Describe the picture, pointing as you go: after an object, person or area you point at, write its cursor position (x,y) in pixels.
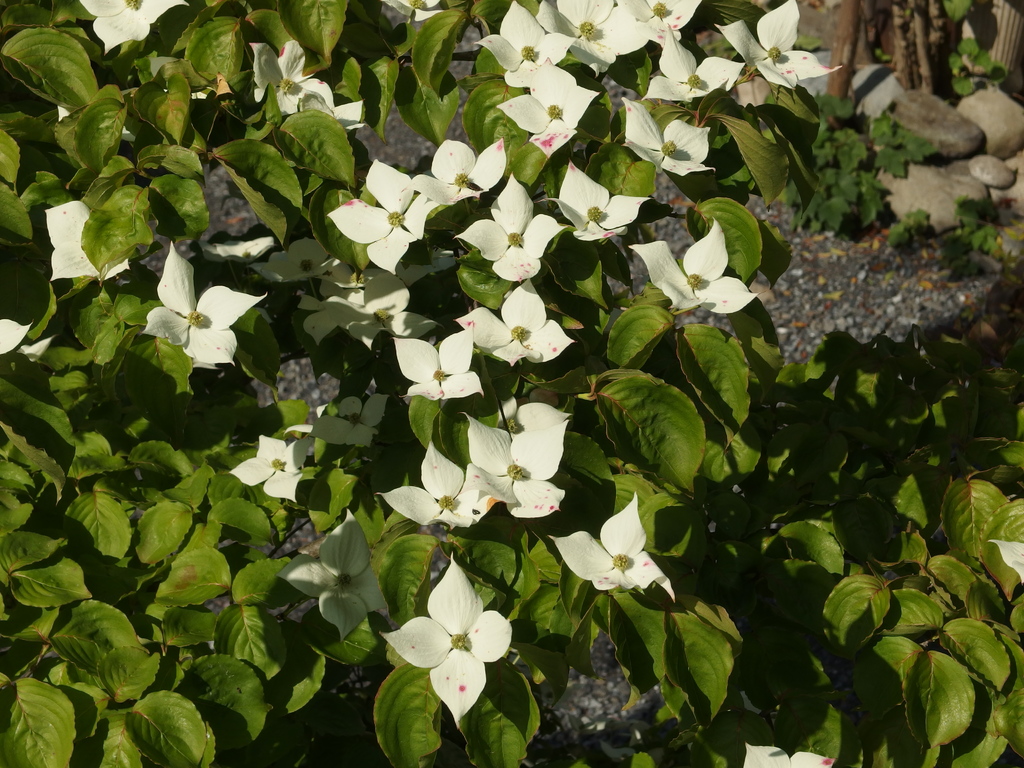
There are plants (156,549) having white color flowers (129,24) and green color leaves (921,665). In the background (939,303), there are stones (990,117) on the ground (939,303).
